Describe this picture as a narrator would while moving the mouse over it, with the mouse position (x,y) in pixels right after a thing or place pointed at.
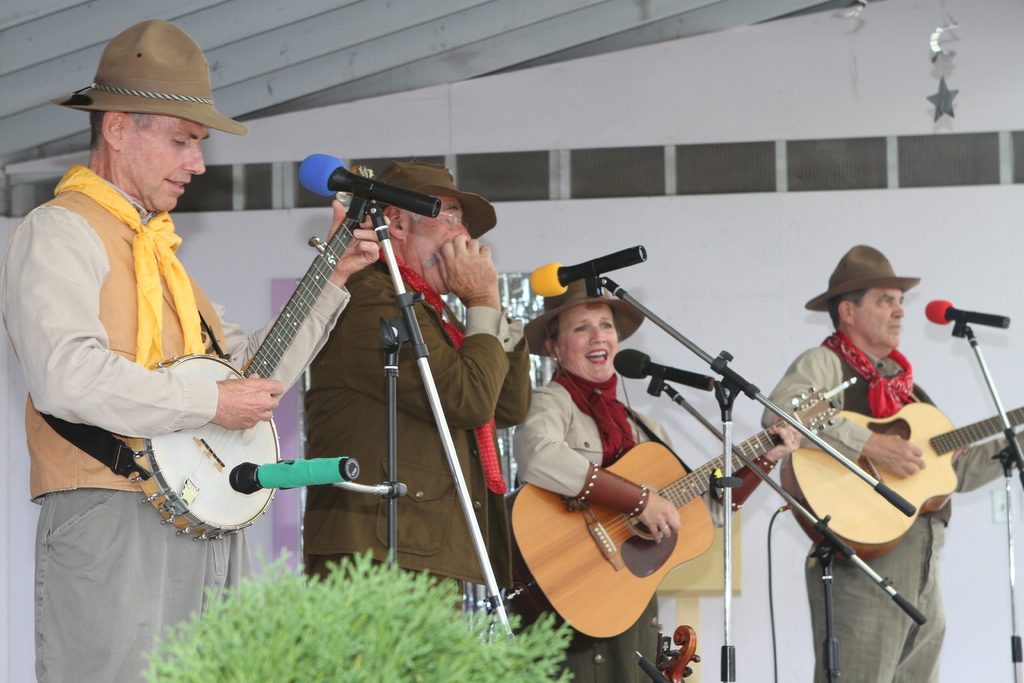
This person (117,363) is standing playing musical instrument (207,486), this is microphone (378,181), this is flower (358,638) again this woman (601,461) is playing guitar (624,527) and in the background (722,269) there is white color sheet (733,267) this person (168,82) is wearing hat (173,90).
